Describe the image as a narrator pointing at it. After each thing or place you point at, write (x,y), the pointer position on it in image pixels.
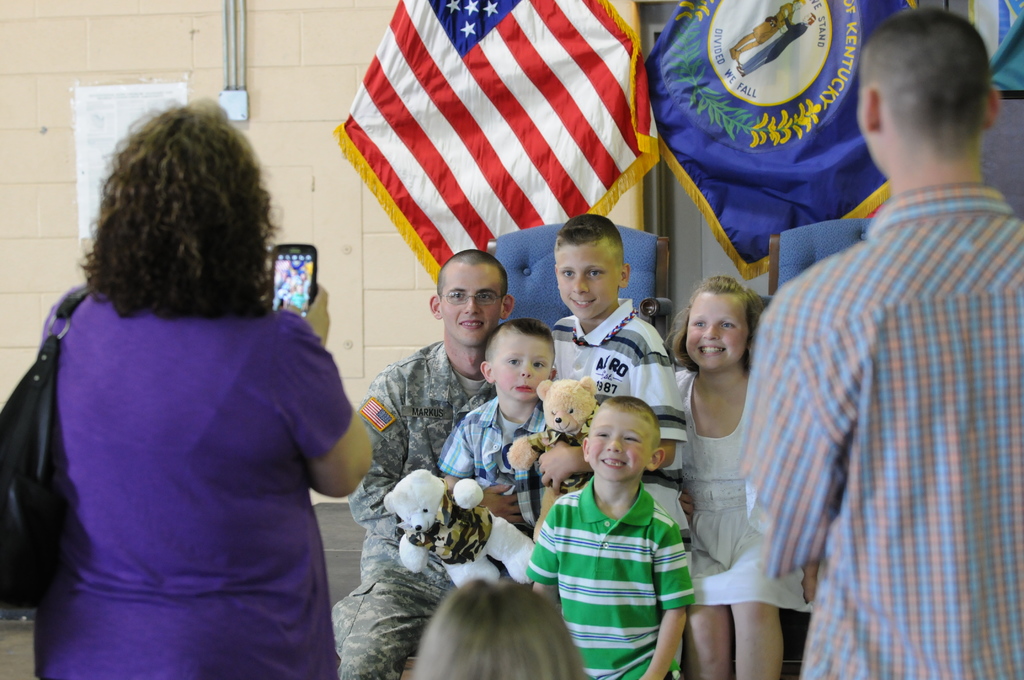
In this picture there are five persons (606,348) where two among them are holding a doll (528,463) in their hands (495,493) and there are two persons (307,476) standing in front of them and the woman (233,426) wearing violet dress (214,434) is holding a camera (305,298) in her hand (315,307) and there are two flags (667,103) in the background (671,112).
